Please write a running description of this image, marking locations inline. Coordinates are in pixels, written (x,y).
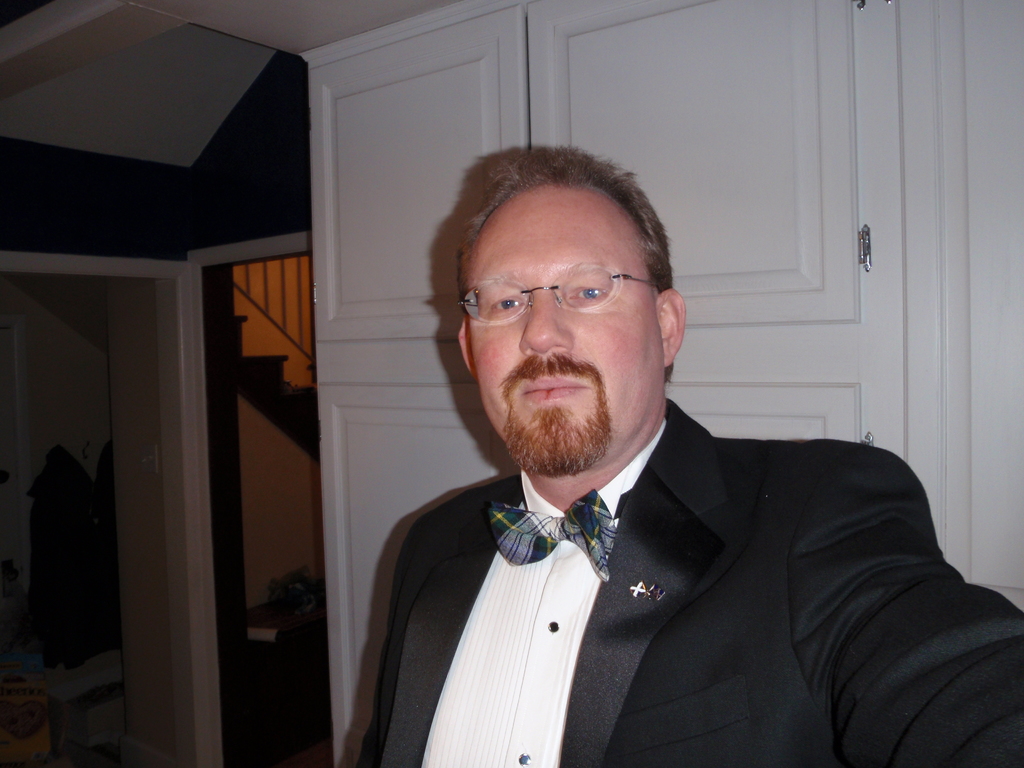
In front of the picture, we see the man (614,624) in black blazer (754,647) is standing. He is wearing the spectacles (517,296). Behind him, we see a white door (799,307) or a cupboard (812,265). On the left side (163,596), we see a wall (115,400) and clothes (57,528) are hanged to the hangers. Beside that, we see a wall (272,486), staircase (271,382) and stair railing (301,298). At the top (293,105), we see a wall (293,105) or the ceiling (131,17) of the room (266,131).
